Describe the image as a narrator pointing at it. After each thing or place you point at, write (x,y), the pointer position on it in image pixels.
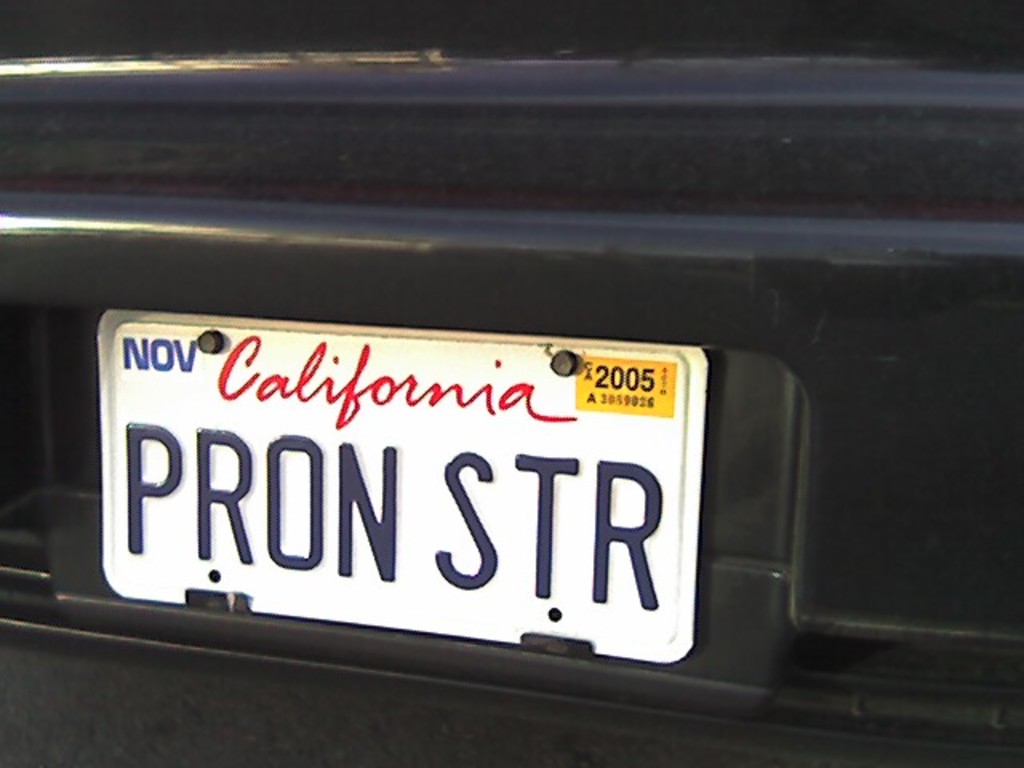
In the picture we can see a vehicle (796,185) which is black in color and a number plate (389,574) to it and written on it as California PRON STR.
